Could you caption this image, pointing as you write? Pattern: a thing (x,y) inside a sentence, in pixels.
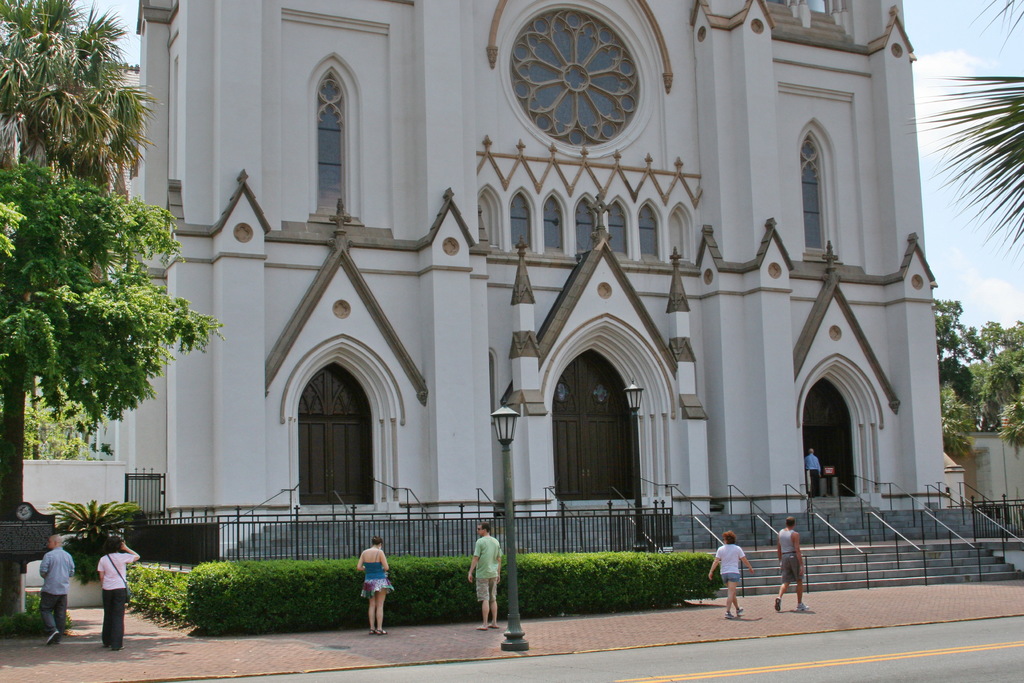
In this image in the center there are persons (122,574) standing and walking and there is a pole (512,509), there are plants (602,565) and there is a fence (570,522). In the background (476,244) there is a building (662,285) and there are trees (13,291) and the sky (952,149) is cloudy.
